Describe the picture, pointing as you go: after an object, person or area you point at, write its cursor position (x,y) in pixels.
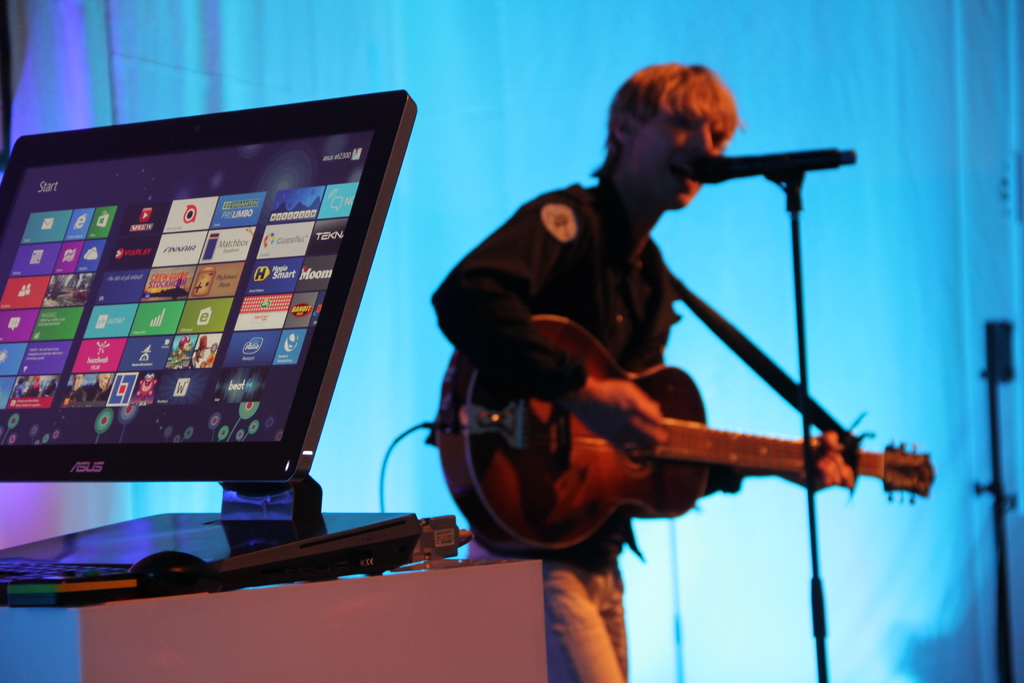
On the left corner of the picture (85,345), we see a monitor (137,418) on which some icons (274,272) are displayed and the monitor (78,451) is placed on a white table (459,588). Beside that, there is a man (592,265) who is wearing black shirt (569,289) is carrying guitar (633,484) in his hands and he is playing it. He is even singing on microphone (705,170) which is placed in front of him. Behind him, we see a curtain (890,123) which is blue in color.
